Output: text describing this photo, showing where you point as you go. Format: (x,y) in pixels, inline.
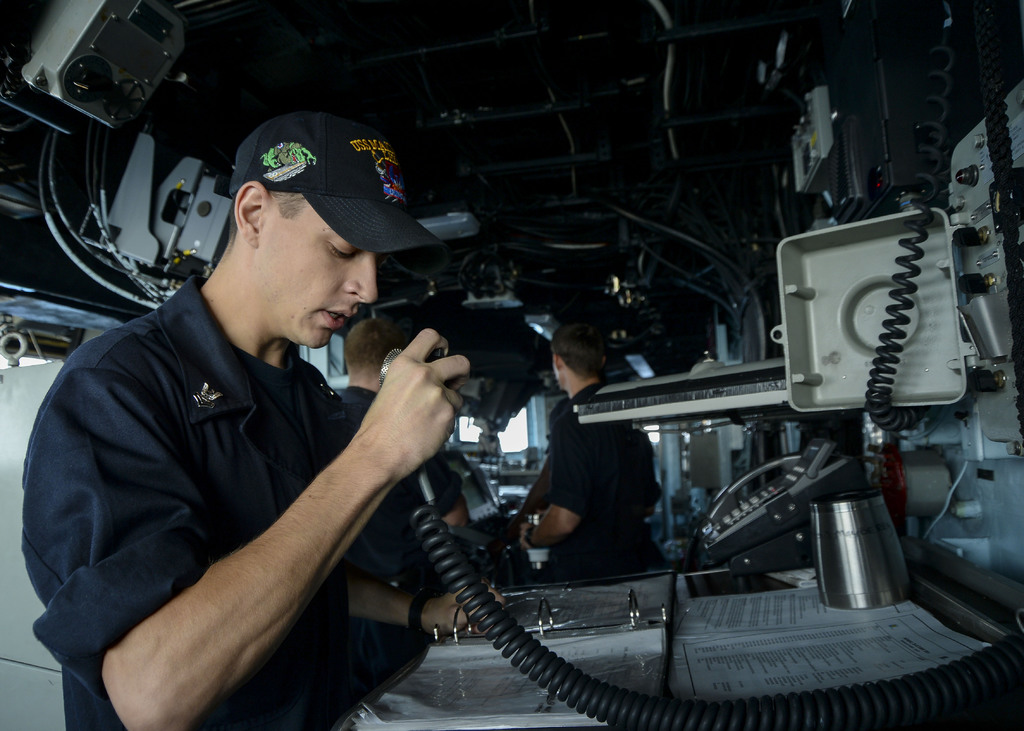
This picture is clicked inside the vehicle (495,527). On the left (233,454) there is a person (267,500) standing on the ground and holding an object (442,546). On the right (713,635) we can see there are some objects (858,593) placed on the top of the table (622,612). In the background (542,266) we can see the roof (474,42), machines (46,84) and a person (620,425).
